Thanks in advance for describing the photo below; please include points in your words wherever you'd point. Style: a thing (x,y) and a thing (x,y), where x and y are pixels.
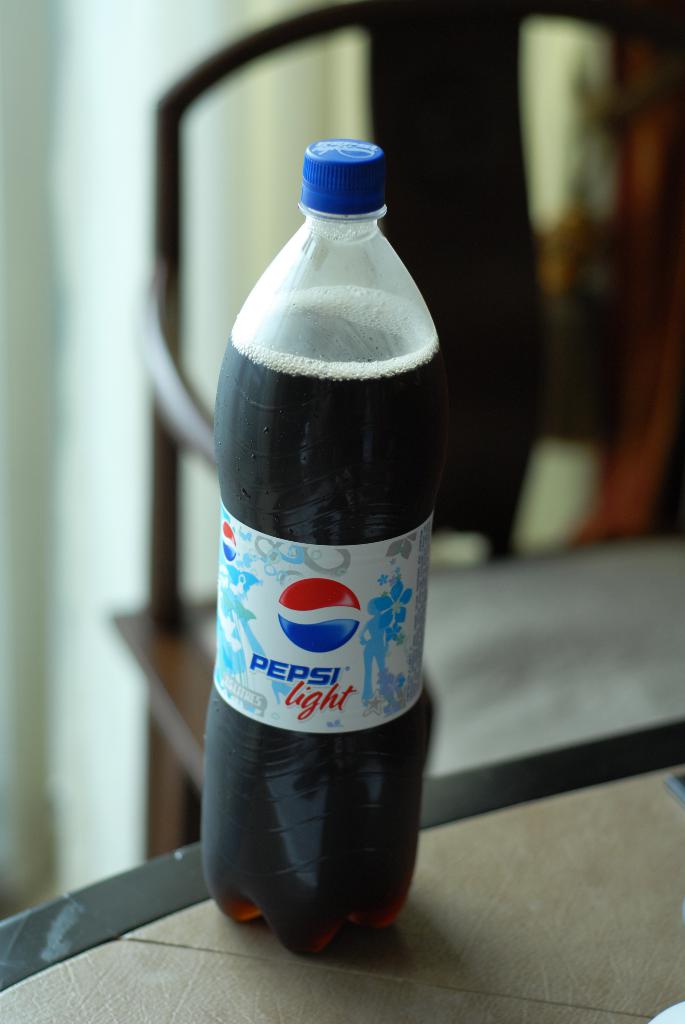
There is a cool drink bottle (364,586) placed on the table (487,918). There is a chair (585,575) in the background (501,244).
